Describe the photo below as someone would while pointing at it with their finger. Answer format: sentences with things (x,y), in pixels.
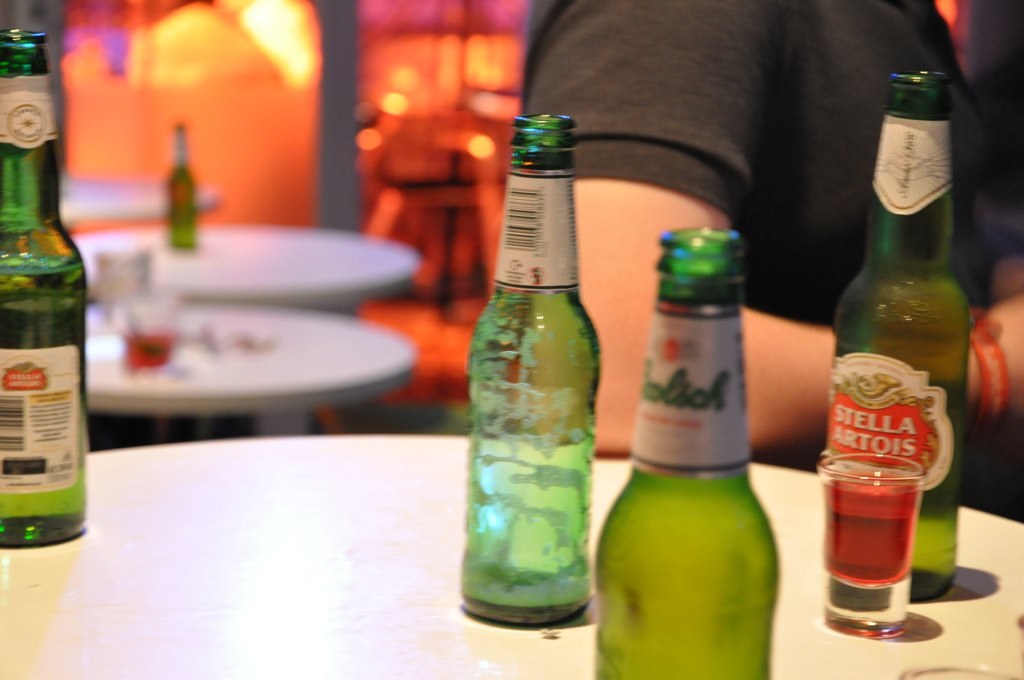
In this image we can see four green color bottles (615,585) with labels (876,400) and a glass (850,537) with drink (838,559) in it are placed on the table (241,581). In the background (540,94) we can see a person (776,119) wearing black color t shirt (670,95) and few tables (228,281).
